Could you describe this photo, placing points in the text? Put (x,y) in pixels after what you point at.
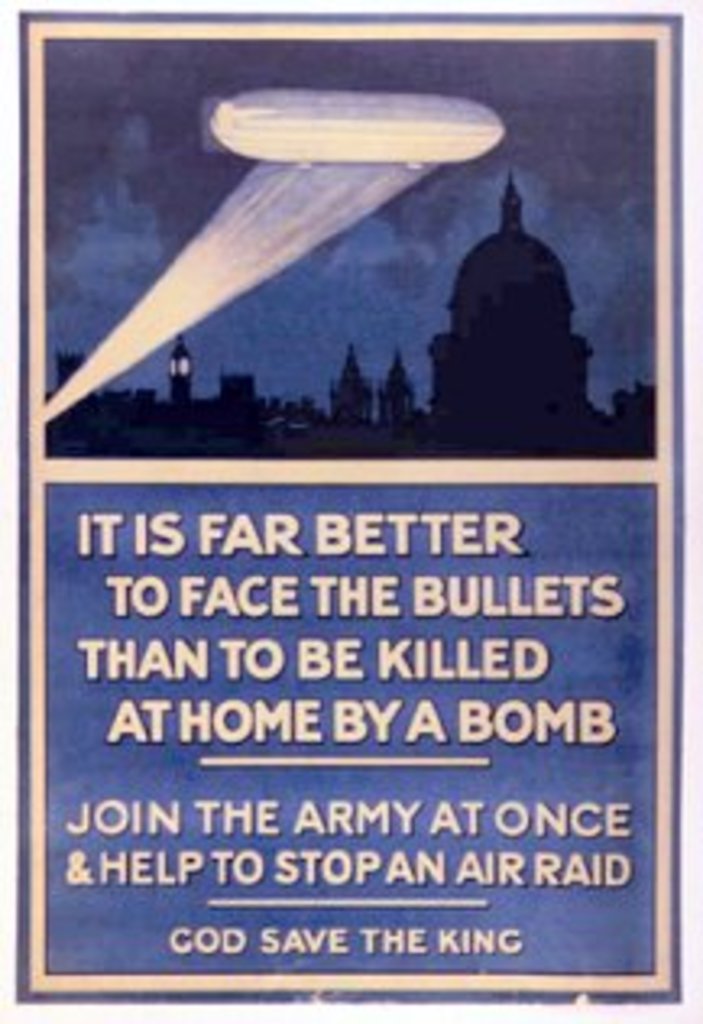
This is a poster (401,205). On this poster we can see ancient architecture (457,424) and text (257,611) written on it.
